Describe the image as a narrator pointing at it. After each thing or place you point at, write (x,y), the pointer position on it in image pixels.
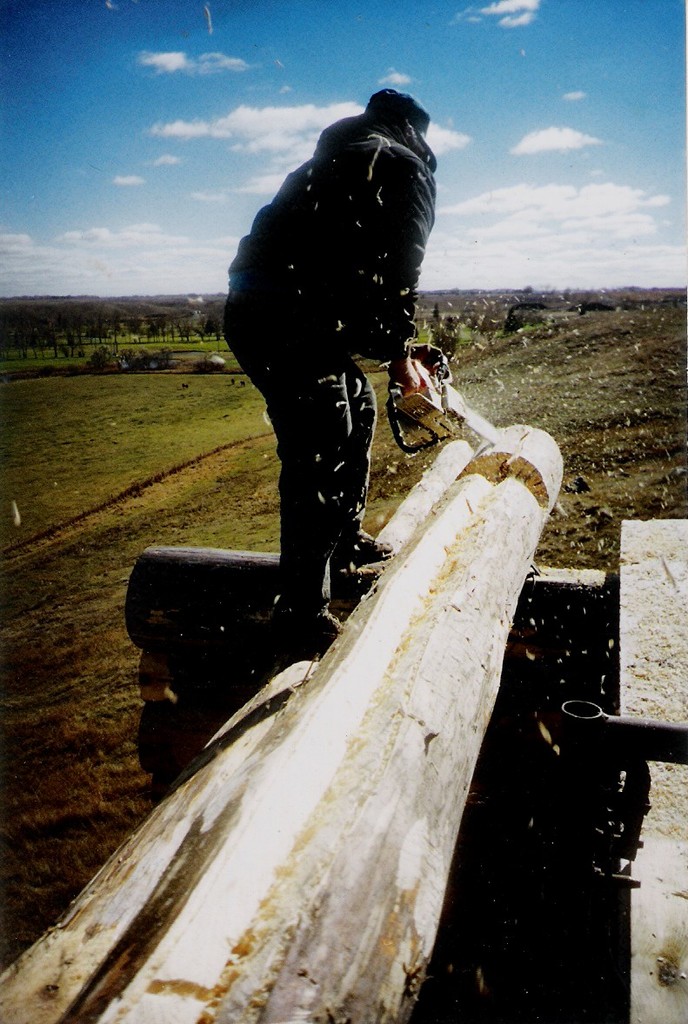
In the center of the image (324,388) we can see a person (337,386) sawing the wood (295,955). In the background (46,386) we can see grass (80,409), trees (80,322), plants (105,360), sky (156,118) and clouds (248,125).
